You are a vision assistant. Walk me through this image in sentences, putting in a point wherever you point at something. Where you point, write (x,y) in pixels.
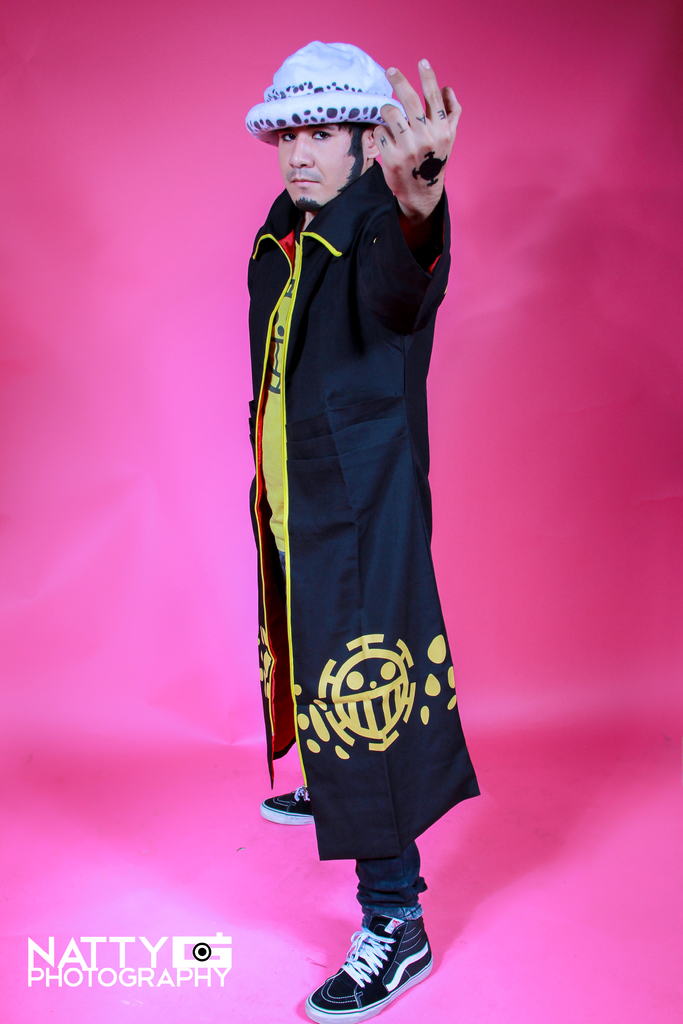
In the picture I can see a man (381,496) is standing. The man (359,528) is wearing a hat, shoes (384,922) and a coat (310,640). The background of the image (45,216) is pink in color. On the bottom left side of the image (122,972) I can see a watermark (90,967).
